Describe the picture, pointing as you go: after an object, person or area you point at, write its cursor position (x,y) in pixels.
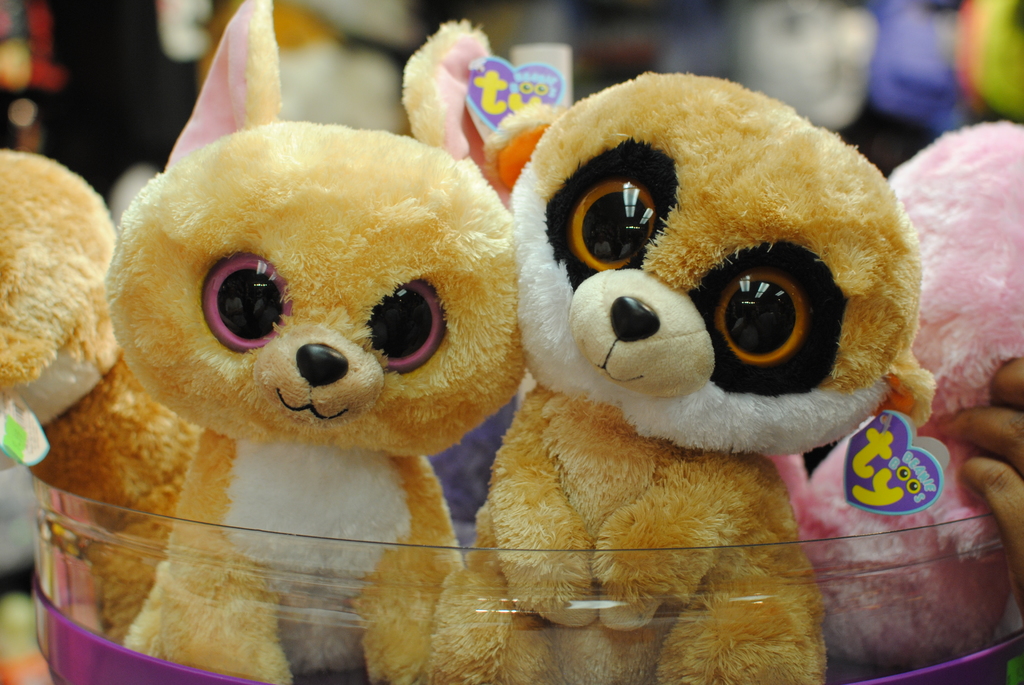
This image is taken indoors. In this image the background (364,41) is a little blurred. There are a few toys (839,89). At the bottom of the image (197,590) there is a tub (72,513) and there are a few toys (775,346) in the tub (909,550).
